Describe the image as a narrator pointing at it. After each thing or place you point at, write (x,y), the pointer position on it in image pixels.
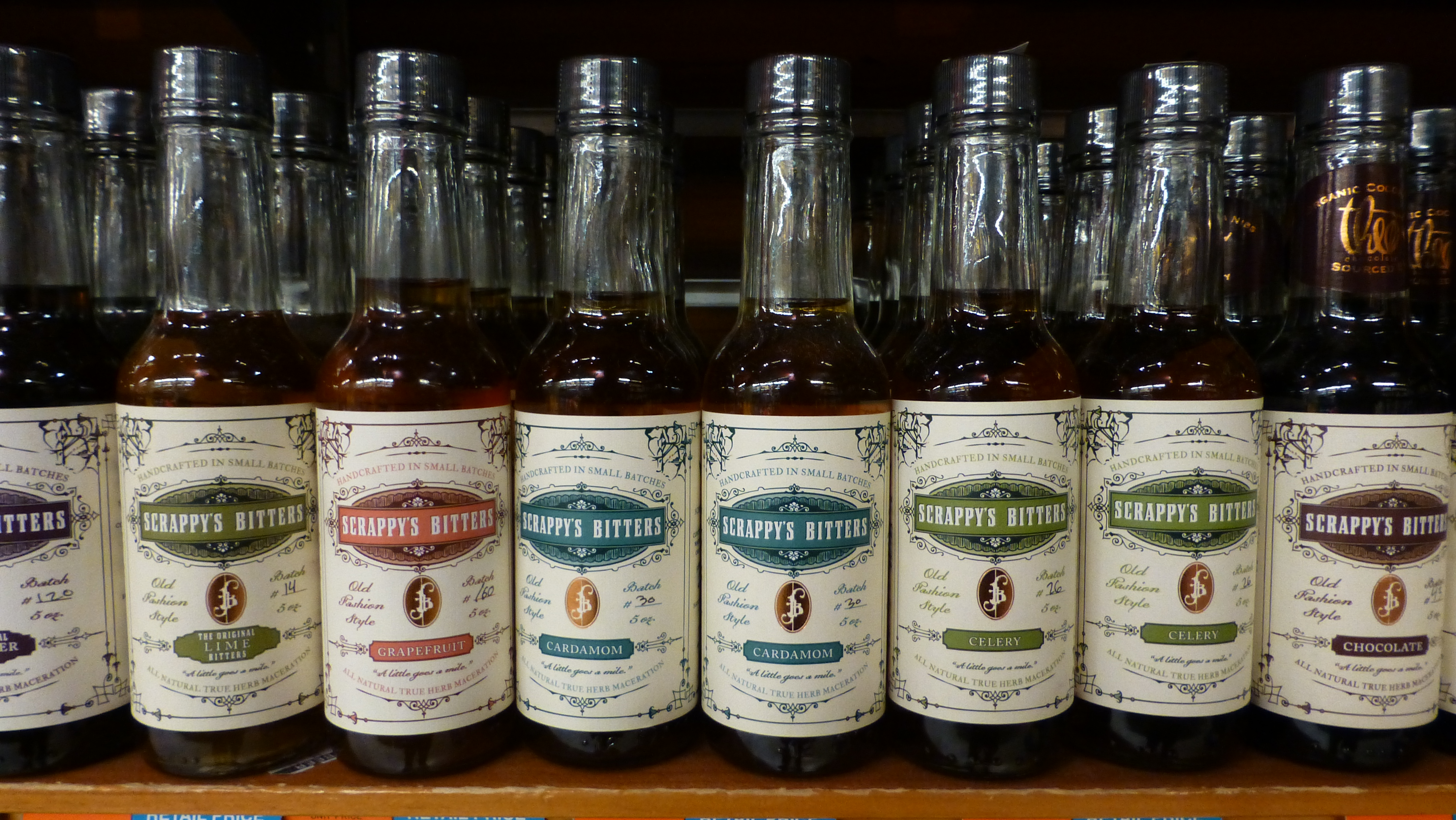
In this image I can see number of bottles (779,140).
